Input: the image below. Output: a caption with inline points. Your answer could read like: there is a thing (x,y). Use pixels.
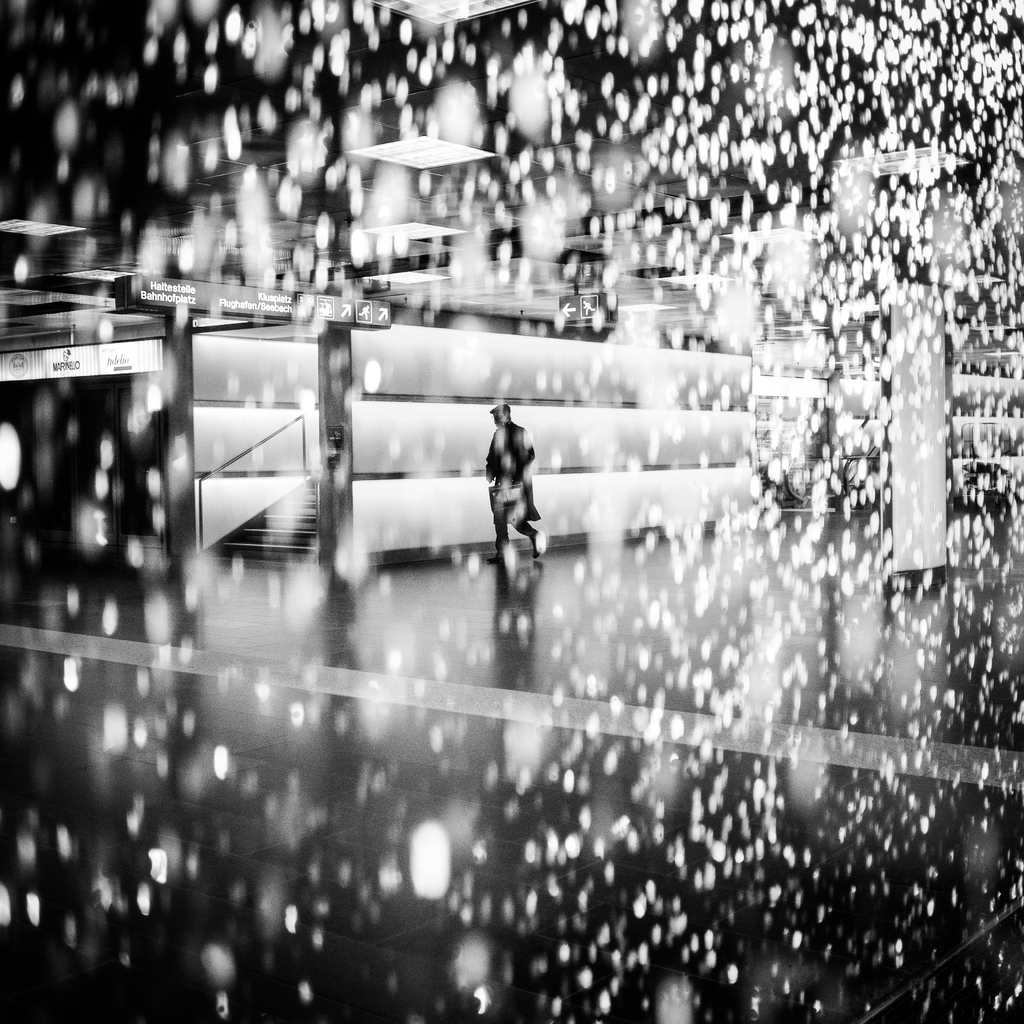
This image is edited one as we can see there is one person (524,489) walking in middle of this image (510,526) and there is a floor (435,717) at bottom of this image (367,804). There is a building (431,402) in the background (415,358).
